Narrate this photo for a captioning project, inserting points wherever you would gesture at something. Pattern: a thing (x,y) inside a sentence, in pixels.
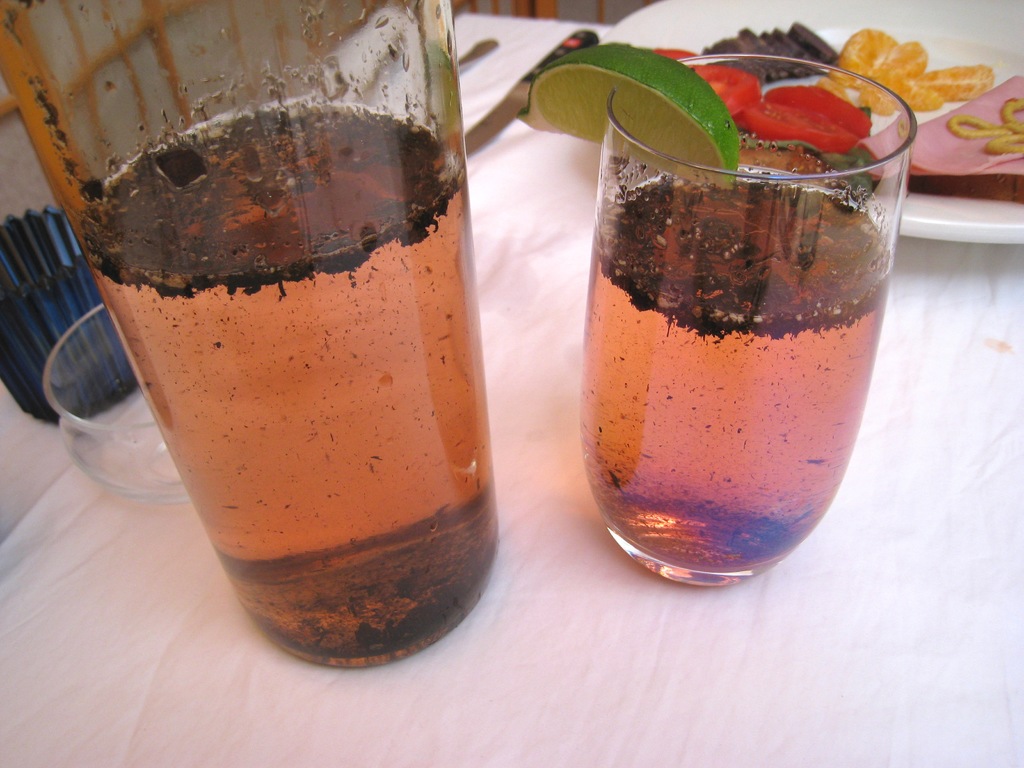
In this picture we can see liquid (261,416) in the glasses (413,135). There is a lemon slice (654,94) on of the glasses (636,522). We can see some food items (982,145) on a plate (980,47). We can see a few objects (78,290) in the background (26,383).
